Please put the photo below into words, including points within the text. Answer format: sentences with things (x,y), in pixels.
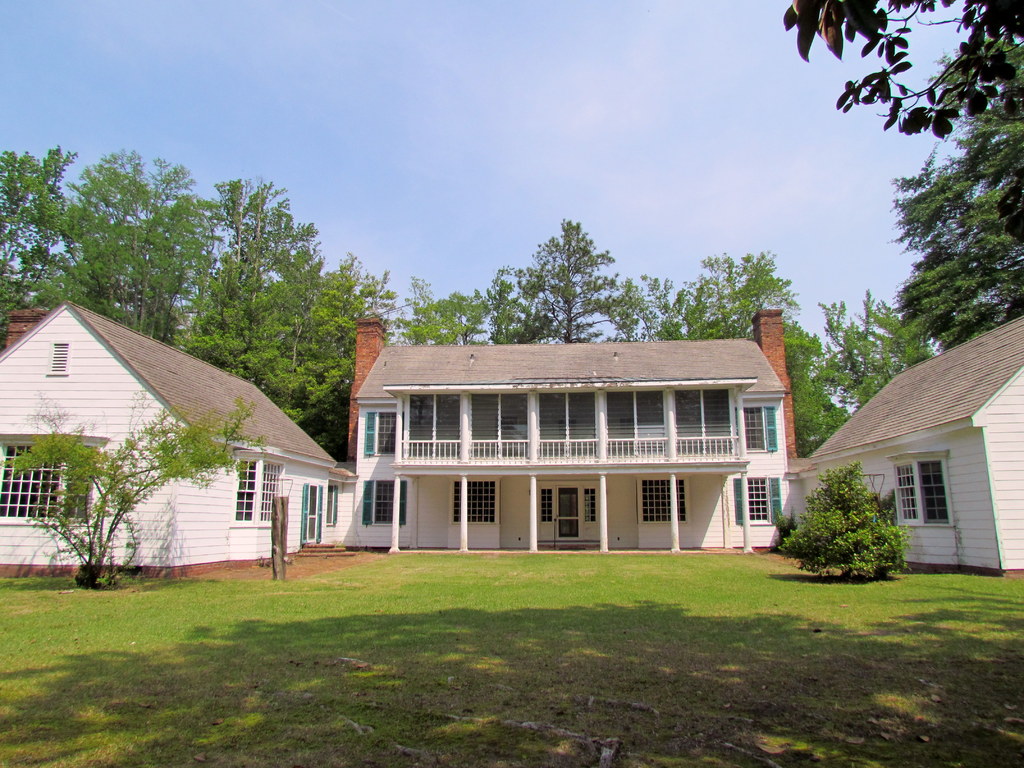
In this picture we can see the sky (534,90) and it seems like a sunny day. We can see the houses (17,415), trees (863,333), windows (549,413), plants (842,558). At the bottom portion of the picture (535,705) we can see the grass (553,707).
